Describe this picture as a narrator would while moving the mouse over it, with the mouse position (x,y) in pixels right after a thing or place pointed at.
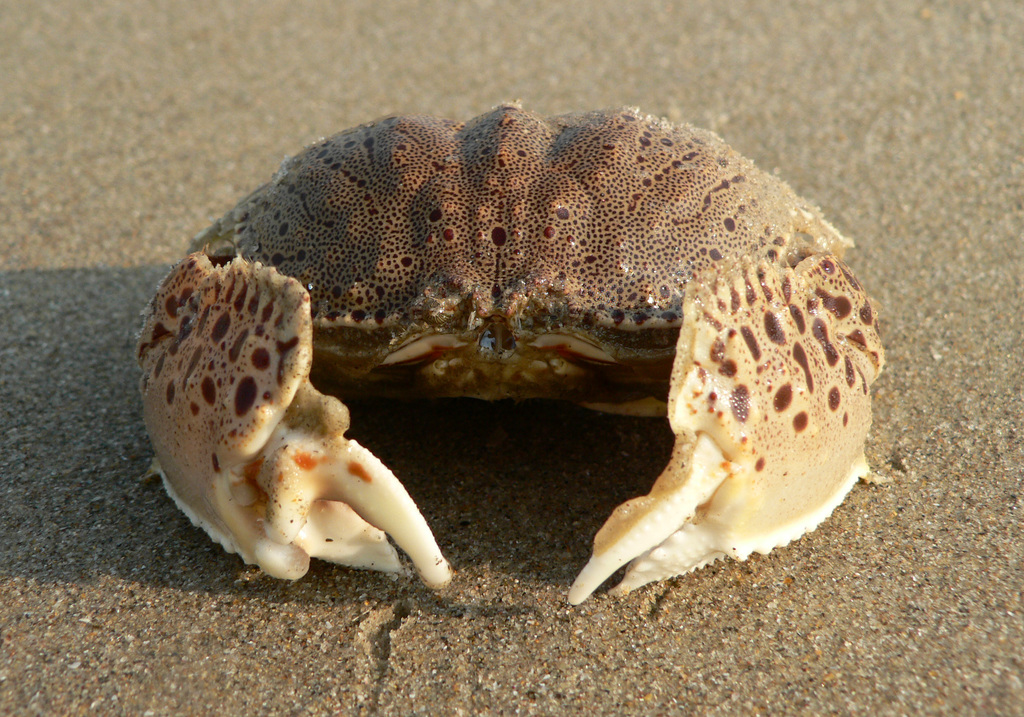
The picture consists of a crab (363,316) in the sand (659,94).
